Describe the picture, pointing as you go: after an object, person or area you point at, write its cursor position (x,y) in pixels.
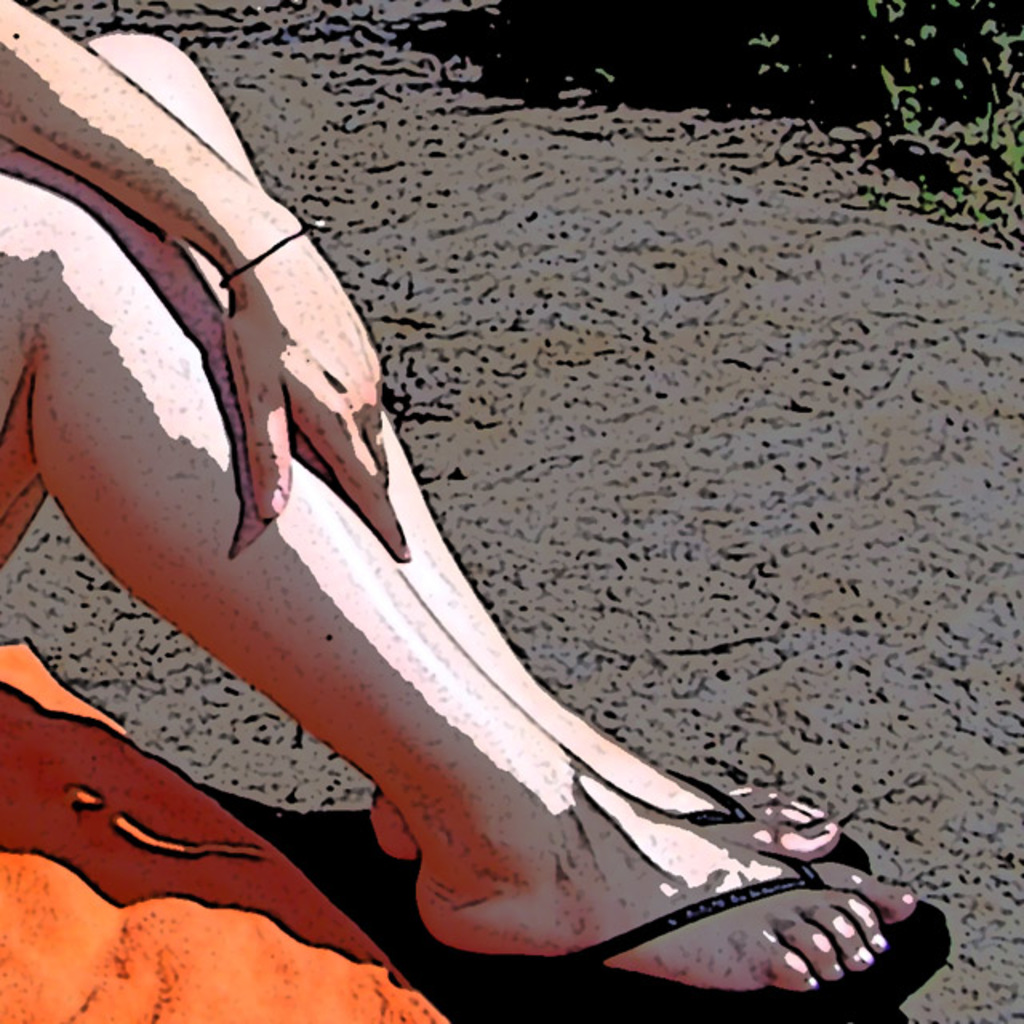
In this picture, there is a cartoon (240,278). Towards the left (120,244), there are human legs (99,355) and a cloth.
